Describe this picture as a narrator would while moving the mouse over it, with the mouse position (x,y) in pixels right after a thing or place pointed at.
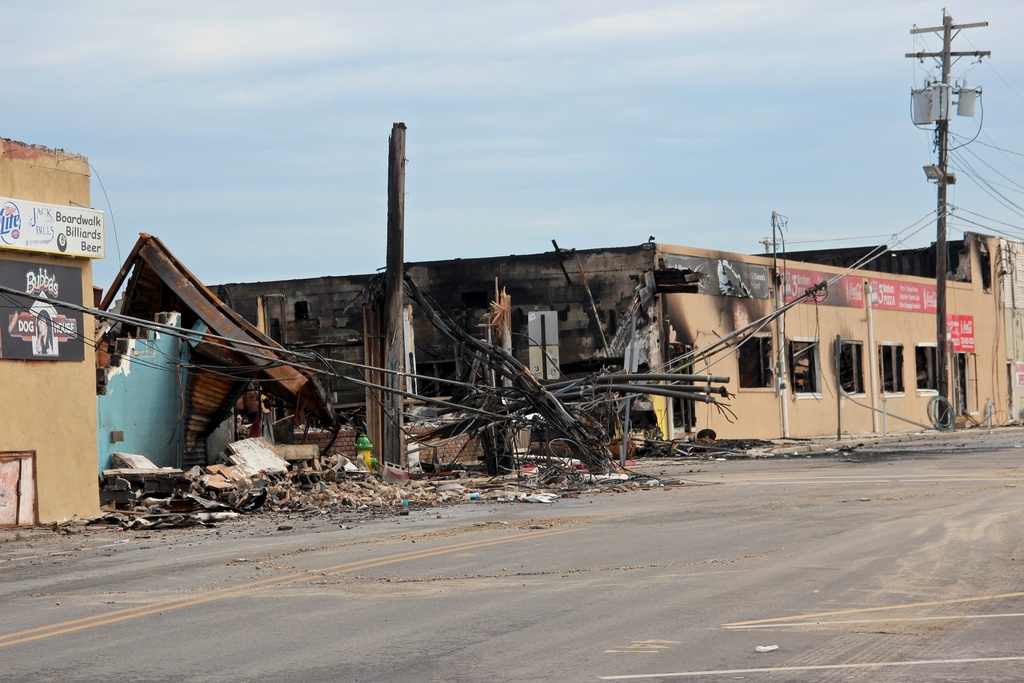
In this image, we can see some houses (174,392), poles (943,348), wires (33,299), boards (80,282) with text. We can see the broken wall (215,475). We can see the ground (460,669) with some objects (412,461). We can also see the sky (641,187) with clouds (692,13).
